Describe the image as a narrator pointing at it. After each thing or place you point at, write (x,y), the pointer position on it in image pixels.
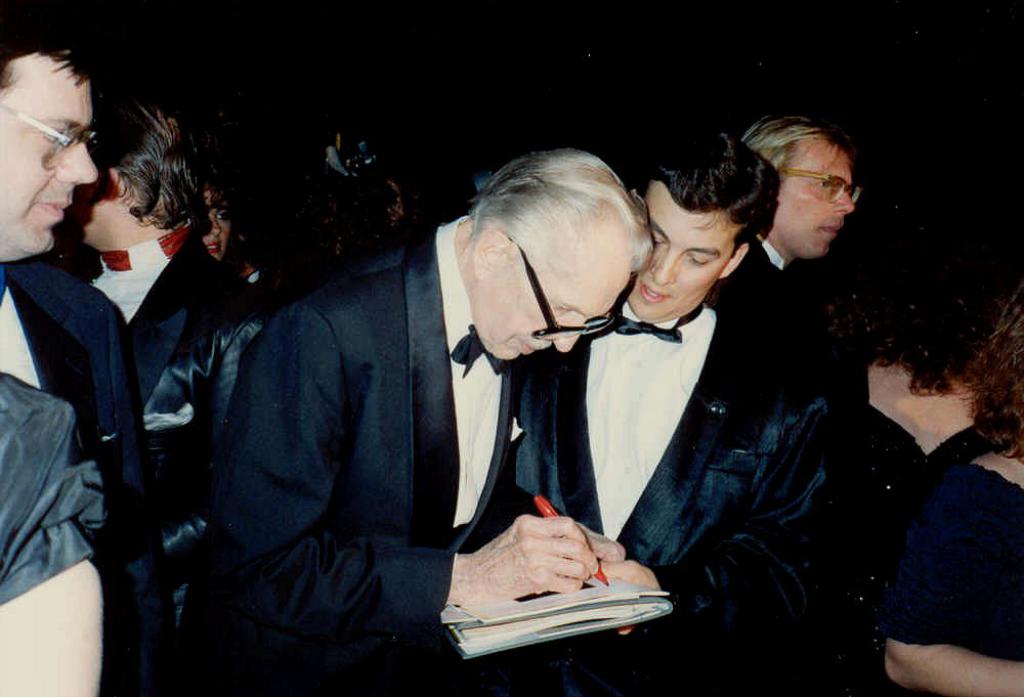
In this image we can see people (238,235) in the same costume (391,276) and in the middle (457,400) we can see a person (441,516) holding an object (541,600).
